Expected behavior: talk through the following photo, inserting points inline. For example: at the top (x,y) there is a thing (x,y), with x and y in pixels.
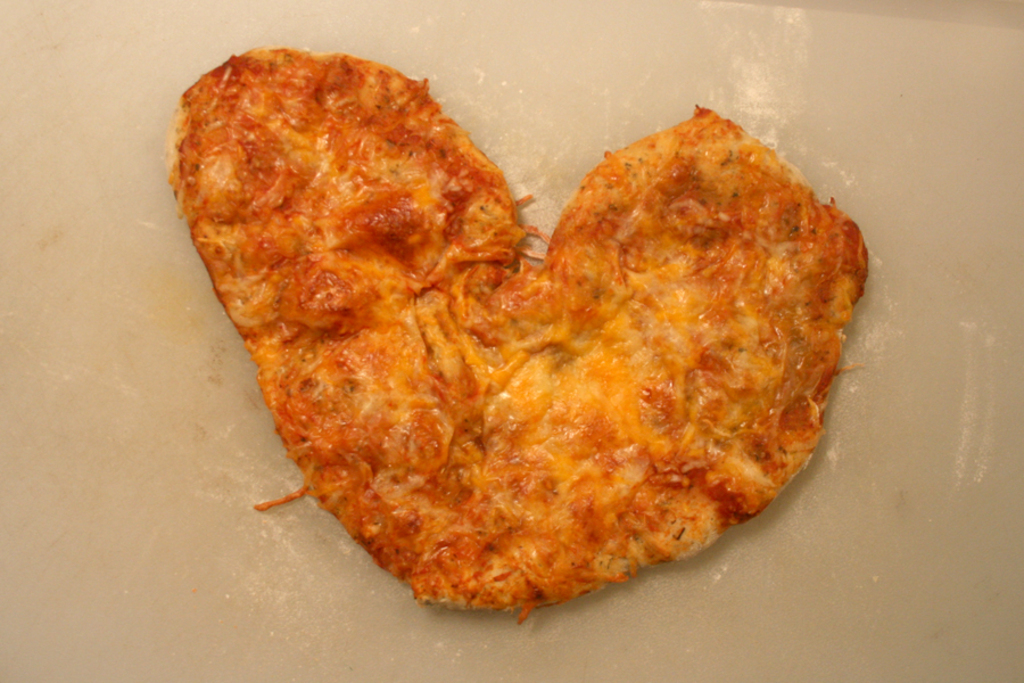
There is a food item (432,338) which is in heart shape.
